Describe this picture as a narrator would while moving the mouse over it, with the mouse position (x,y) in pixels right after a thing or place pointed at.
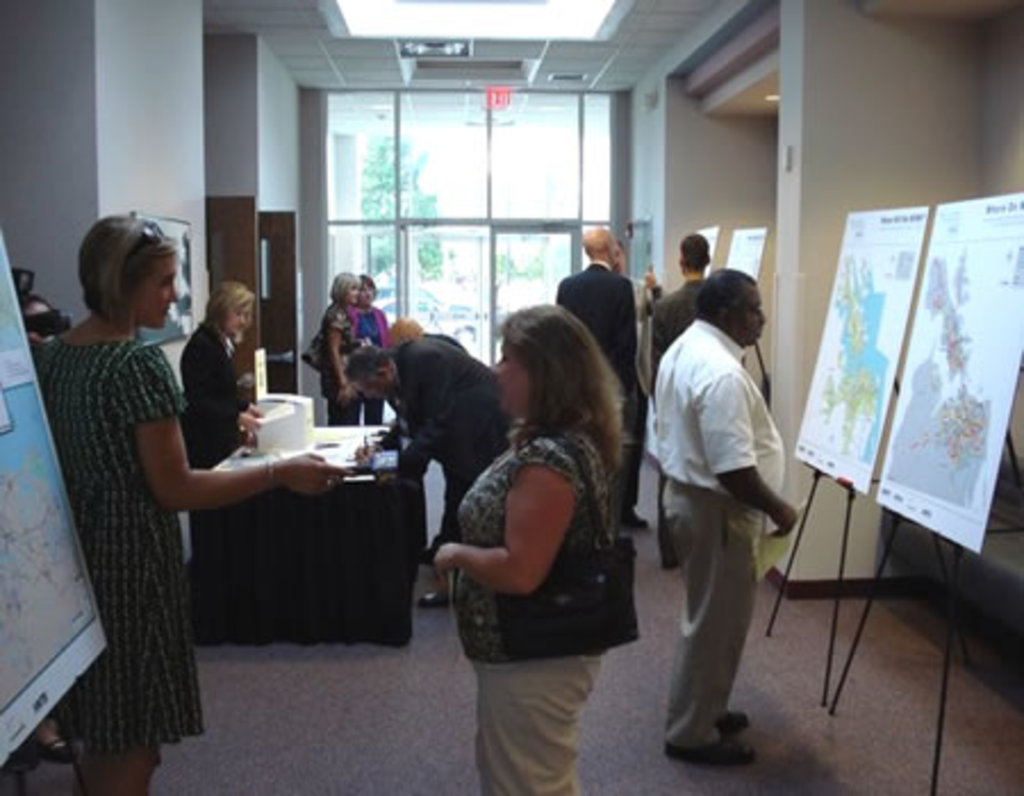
In front of the picture, we see a woman (506,697) is standing and she is wearing a black handbag (549,584). In front of her, we see a woman (64,408) is standing. Behind her, we see a board (15,354) on which we can see a chart (67,529) containing the map (54,491). In the middle (381,440), we see the people (356,294) are standing. In front of them, we see a table (323,427) on which a box (302,426) and the papers (327,439) are placed. We see a man (367,387) is holding a pen (363,441) and he is writing something. On the right side (842,326), we see the chart boards (921,441) containing the maps (834,361). Beside that, we see four men (725,506) are standing. In the background (148,187), we see the pillar (165,187), a white wall (664,182) and the glass doors (463,321) from which we can see the trees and a car (432,303). At the top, we see the ceiling (535,83) of the room (549,50).
